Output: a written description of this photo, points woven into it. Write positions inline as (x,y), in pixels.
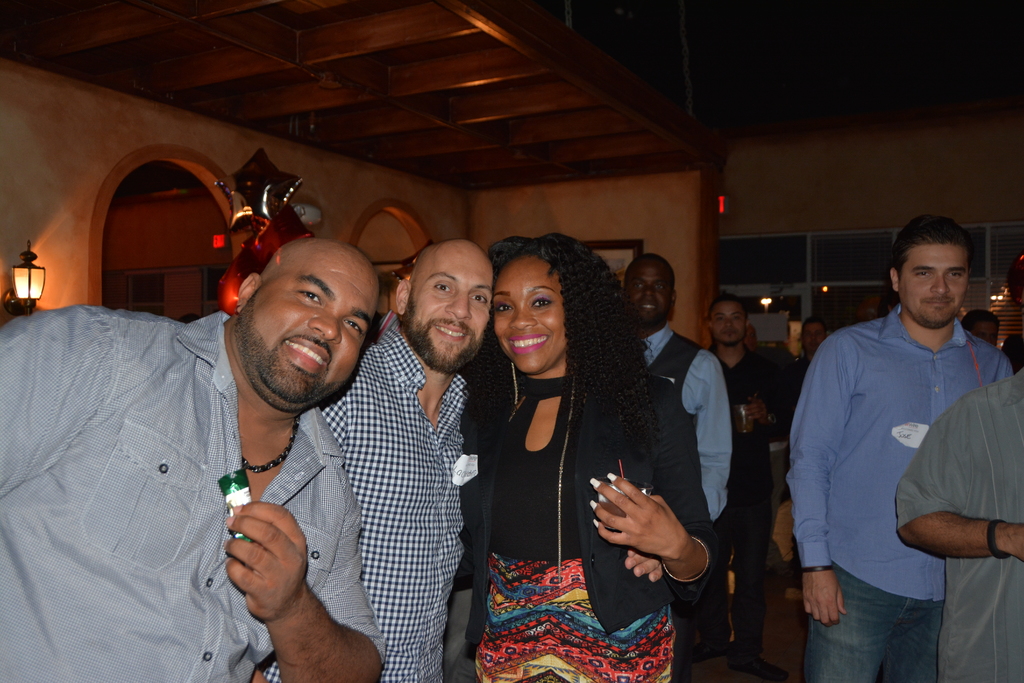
There are group of people (587,456) standing and smiling. These are the inflatable balloons (265,209), which are in star shape. This is the lamp (45,269) attached to the wall (55,259). This looks like an arch (100,208). I can see a frame (620,250) attached to the wall (684,242). In the background (759,271), these look like windows (858,278). This is the wooden roof (460,108).
